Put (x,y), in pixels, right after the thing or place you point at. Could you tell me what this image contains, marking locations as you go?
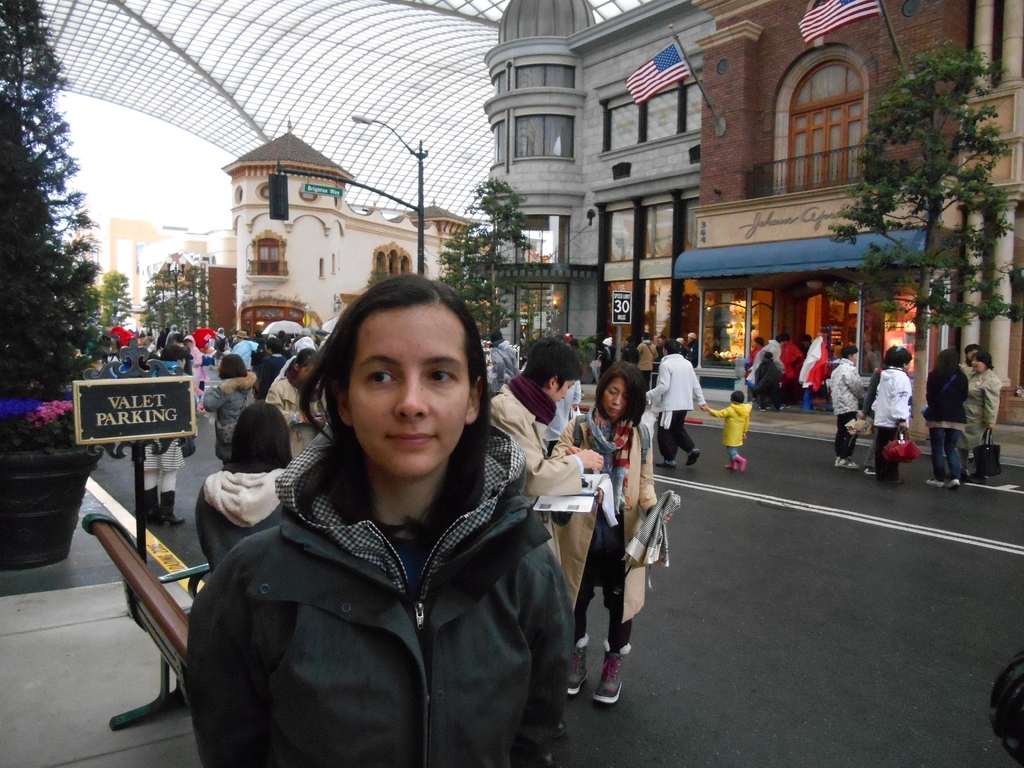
In this image there is a girl (504,733) standing, behind her there are so many people (956,465) standing on the road (970,517), also there are some buildings (307,250) at the back (307,234).
